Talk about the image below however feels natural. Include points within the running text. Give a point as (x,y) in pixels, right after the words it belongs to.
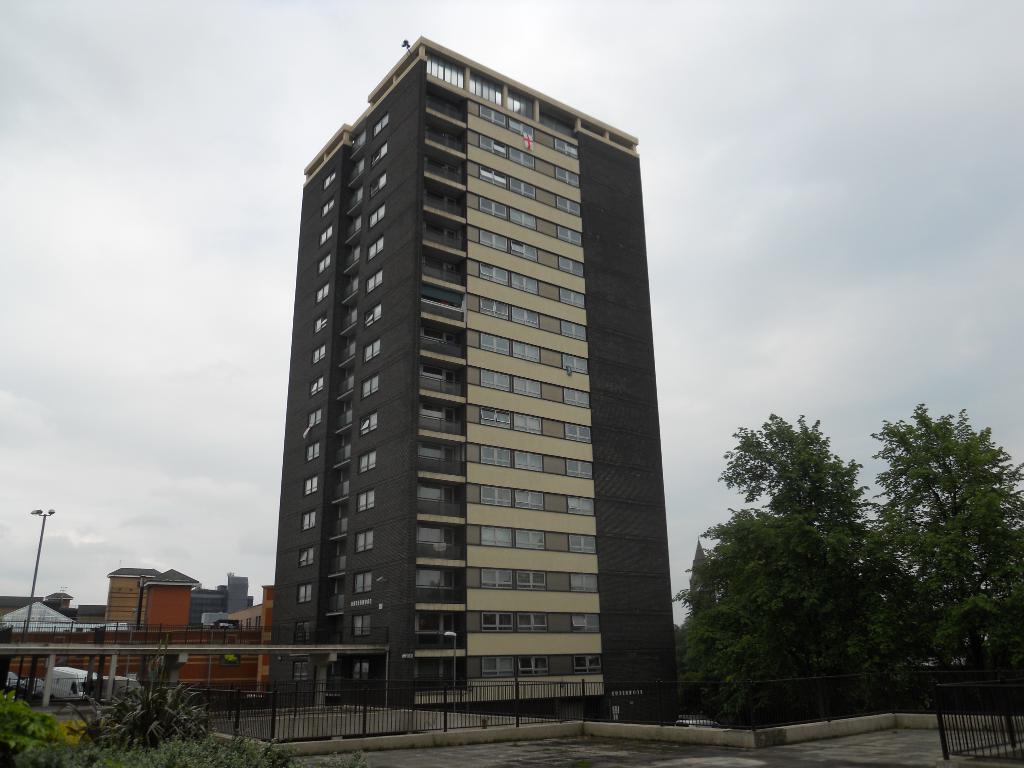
In this picture we can see few plants (146,704), fence (219,714) and trees (717,601), in the background (135,615) we can find few buildings (157,605), vehicles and a pole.
